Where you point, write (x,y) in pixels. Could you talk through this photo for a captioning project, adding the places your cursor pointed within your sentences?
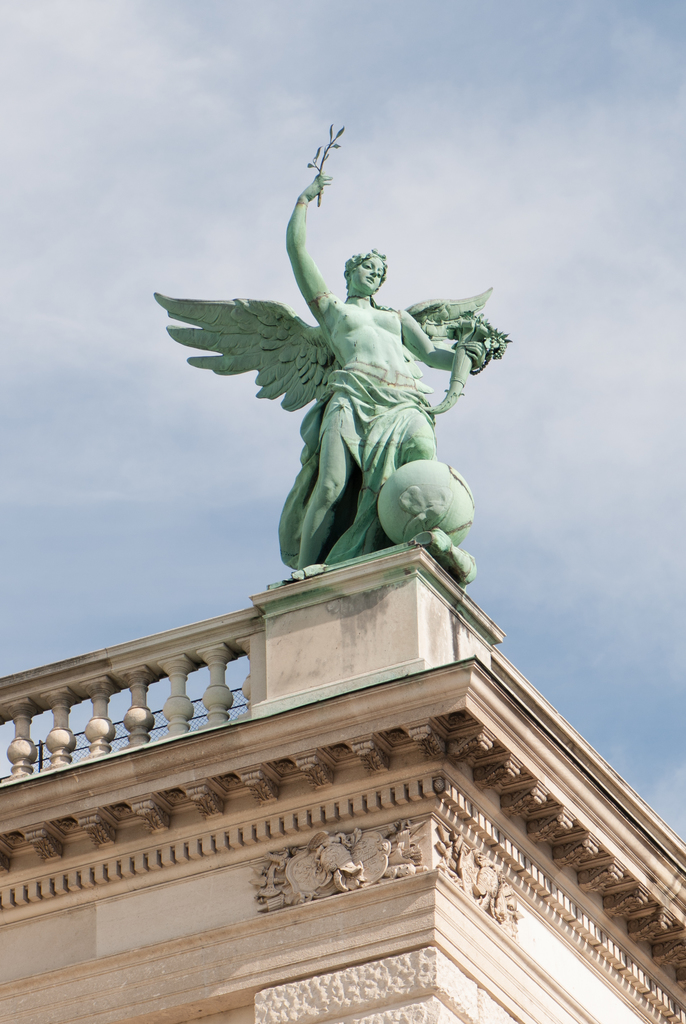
In this picture there is a green color statue (351,319) which is above the building (398,695). Here we can see a concrete fencing (145,721). On the background (574,379) we can see sky (159,188) and clouds (188,403).
